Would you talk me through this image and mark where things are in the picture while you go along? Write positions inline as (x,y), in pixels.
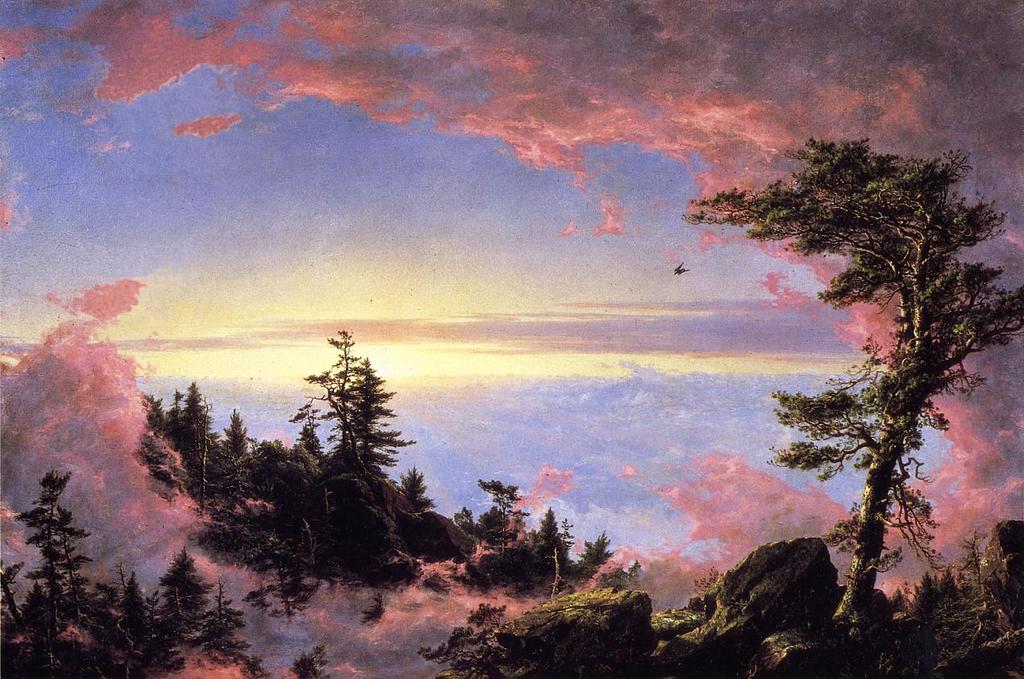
In this image, we can see a painting (757,561). In this painting (499,542), we can see few trees (974,602), plants (131,648) and cloudy sky (774,525).
